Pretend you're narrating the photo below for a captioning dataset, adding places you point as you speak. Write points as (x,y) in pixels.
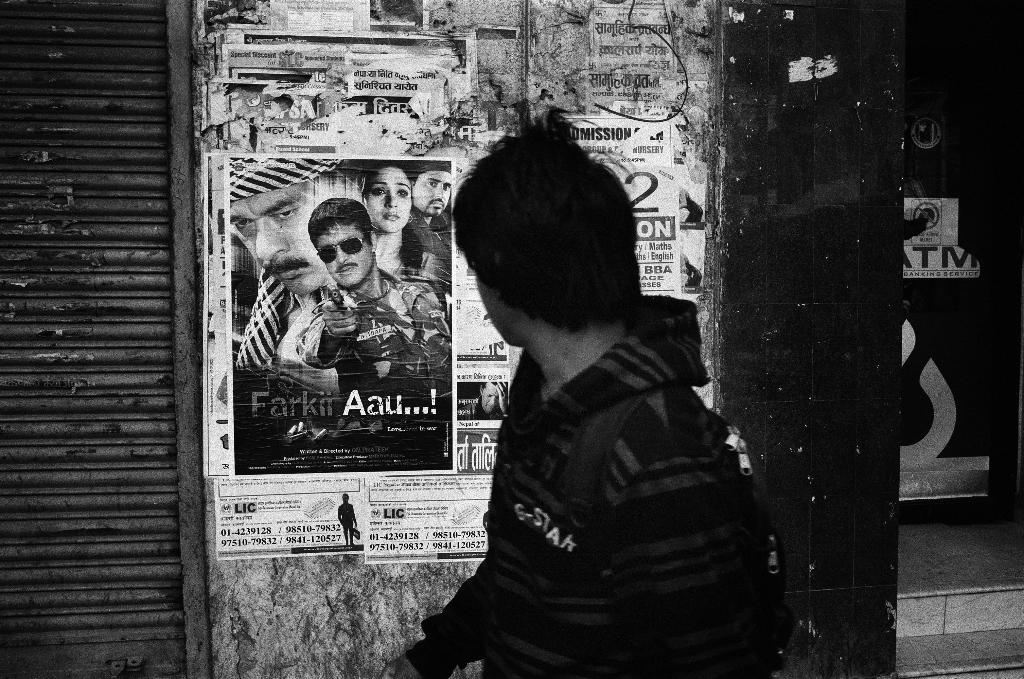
In this image I see this is a black and white picture and I see a man (581,286) over here who is wearing a hoodie (536,516) and I see something is written over here. In the background (636,28) I see the wall (390,623) on which there are many papers (428,385) and on this paper (318,244) I see pictures (316,263) of few persons (327,266) and I see something is written on these papers (398,313).
